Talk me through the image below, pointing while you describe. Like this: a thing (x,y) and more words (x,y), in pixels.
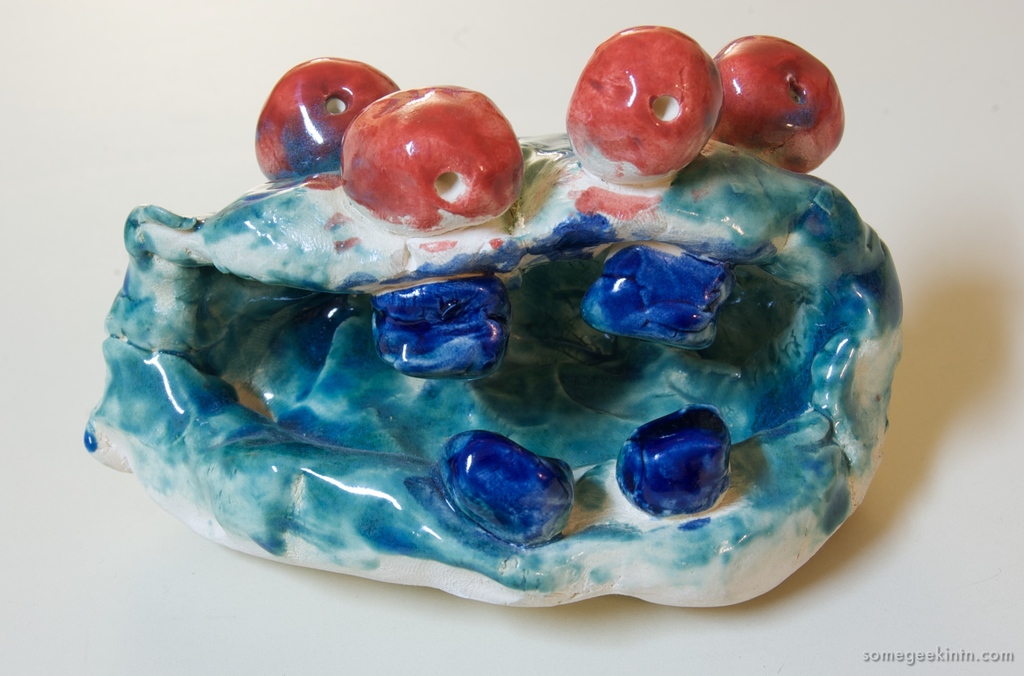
In the center of the image (433,391) we can see an object (622,364) on the surface (947,558). In the bottom right corner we can see the text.
